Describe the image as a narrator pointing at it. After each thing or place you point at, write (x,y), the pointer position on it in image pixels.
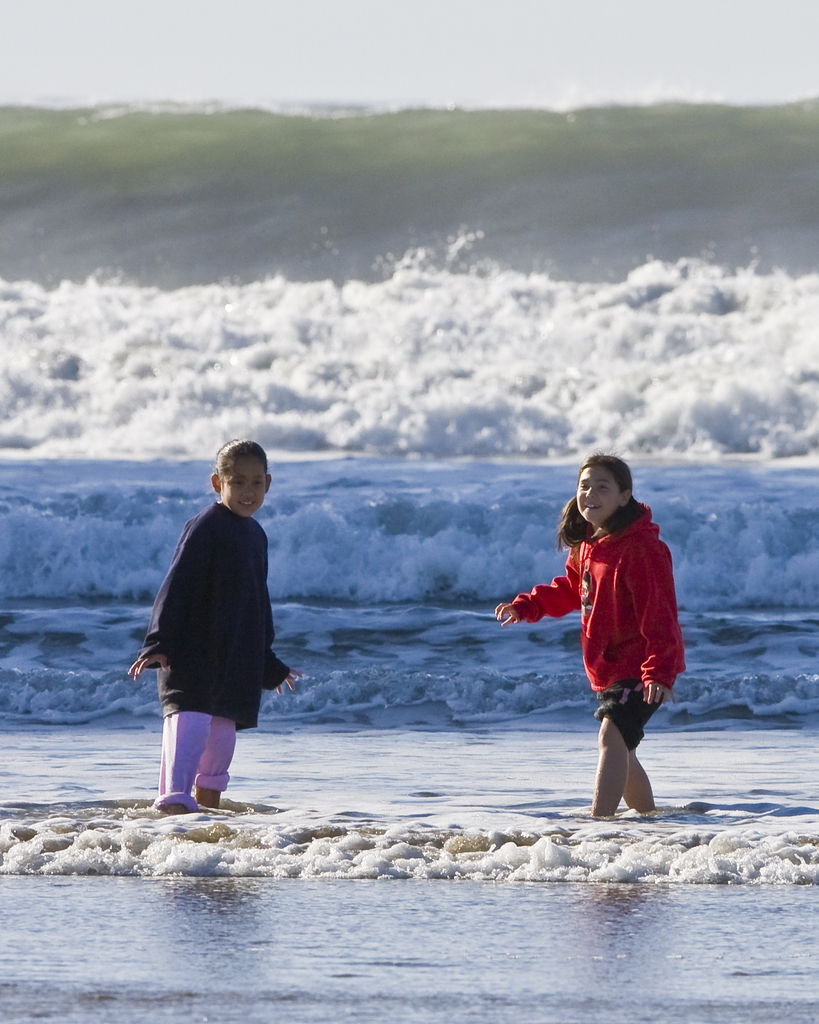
In the picture there is a beach (454,967), there are two girls (193,670) playing in the water (541,469), there is a clear sky (702,65).
